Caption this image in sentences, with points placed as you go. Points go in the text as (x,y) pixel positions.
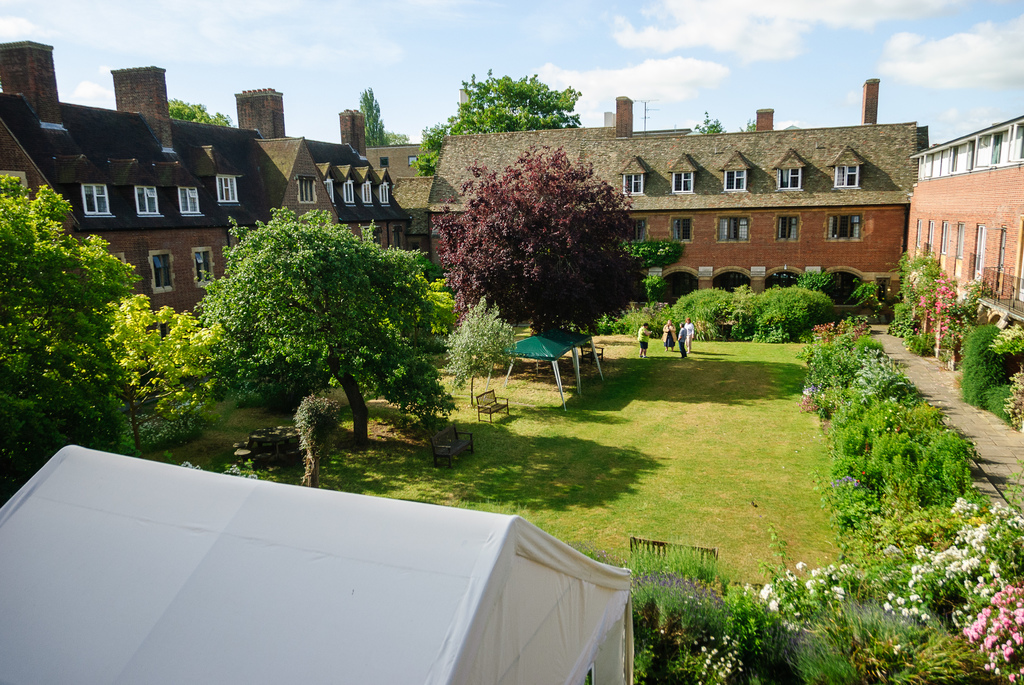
There is a white color tent house (318,567) near plants (796,596). Which are having flowers (1003,600). In the background (731,326), there are four persons (689,335) standing on the grass (684,371) on the ground (719,455), there are trees (417,262), plants (916,328), buildings (1022,196) which are having glass windows (847,180). Outside this building (260,127), there are trees (184,105). And there are clouds (707,78) in the blue sky (651,49).
